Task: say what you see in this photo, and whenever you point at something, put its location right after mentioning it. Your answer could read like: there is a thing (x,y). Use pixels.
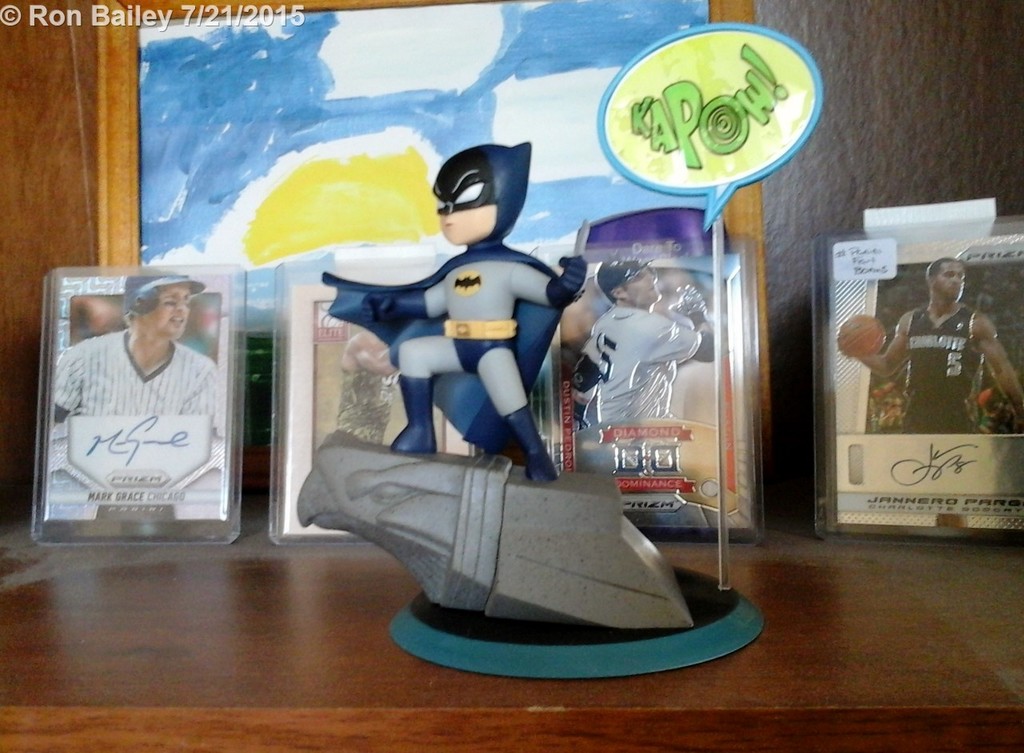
This image consists of a doll (477,324). In the background (88,272), we can see the frames (129,199) and photographs (170,401). At the bottom (530,738), we can see a desk (538,731) made up of wood (467,686).
